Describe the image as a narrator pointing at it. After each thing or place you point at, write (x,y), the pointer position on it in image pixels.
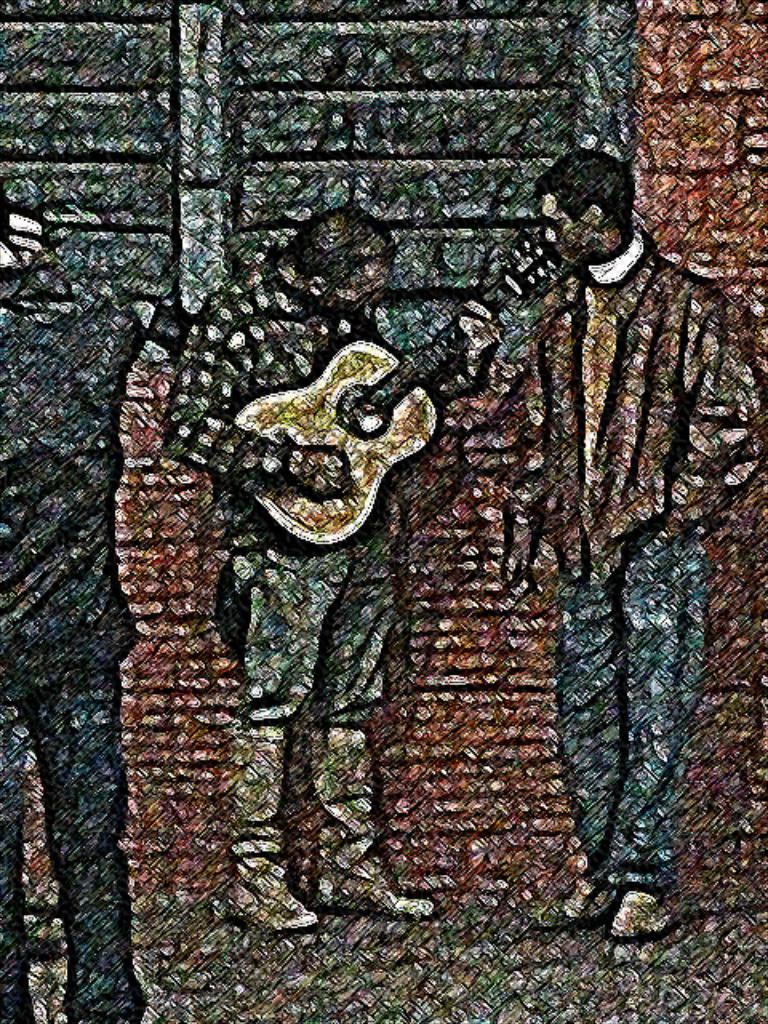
This is an art in this image in the center (274,367) there is one man (367,286) who is holding a guitar (373,414) and playing. Beside him there is one person (588,637), and on the left side (118,316) there is one person (126,629). In the background (724,118) there is wall (685,83) and windows (243,217), at the bottom (233,917) there is a walkway (266,933).
